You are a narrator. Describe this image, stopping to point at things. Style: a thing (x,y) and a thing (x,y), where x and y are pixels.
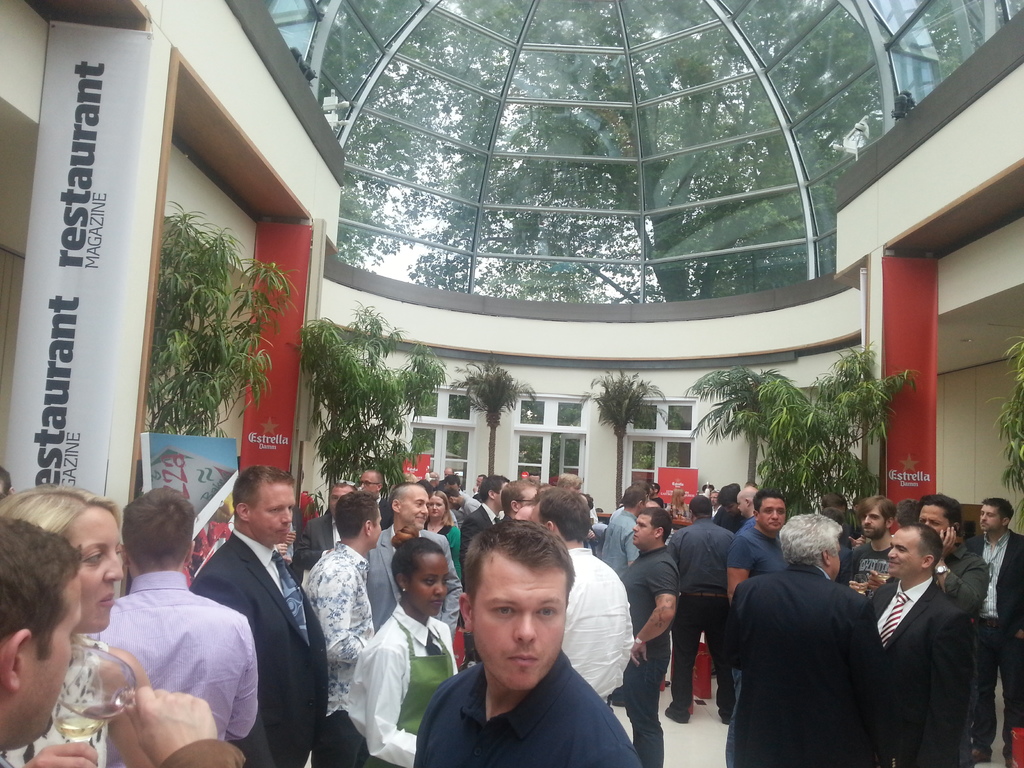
In this image there are group of people (426,651) standing inside a building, there are banners (285,368), board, plants (699,389), trees (703,224), sky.
